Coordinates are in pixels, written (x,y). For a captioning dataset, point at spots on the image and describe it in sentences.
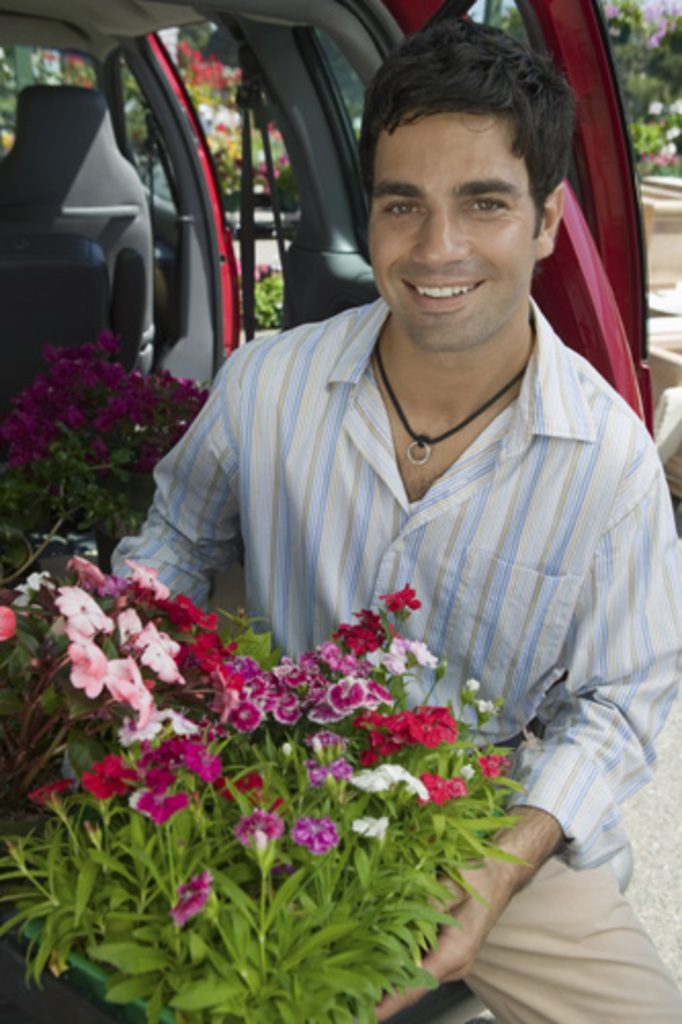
In this picture we can see a man (337,485) smiling, plants (136,659) with flowers (130,625), vehicle (142,230) and in the background (642,31) we can see trees (640,91) and some objects (665,219).
